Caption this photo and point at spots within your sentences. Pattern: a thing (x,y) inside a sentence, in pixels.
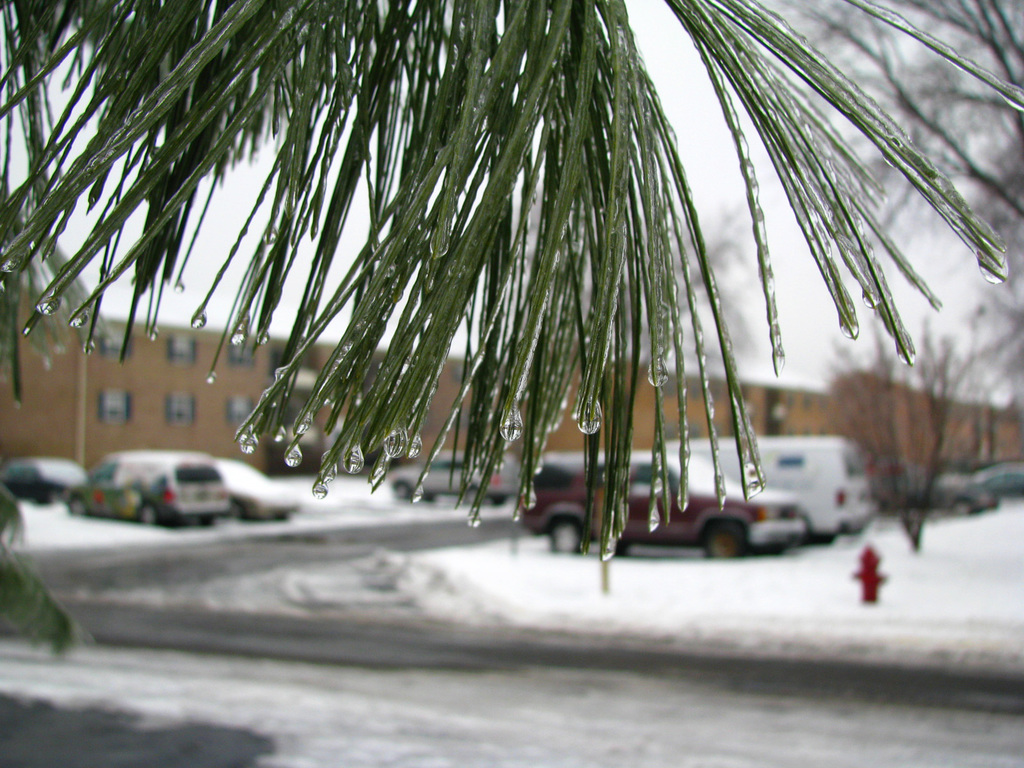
In this image I can see a tree (462,96) which is in green color, at the back (805,633) I can see a fire hydrant (871,591) in red color, few vehicles (710,459), snow (164,463) in white color, a building (219,428) in brown color. At the top (226,235) sky (195,280) is in white color.
